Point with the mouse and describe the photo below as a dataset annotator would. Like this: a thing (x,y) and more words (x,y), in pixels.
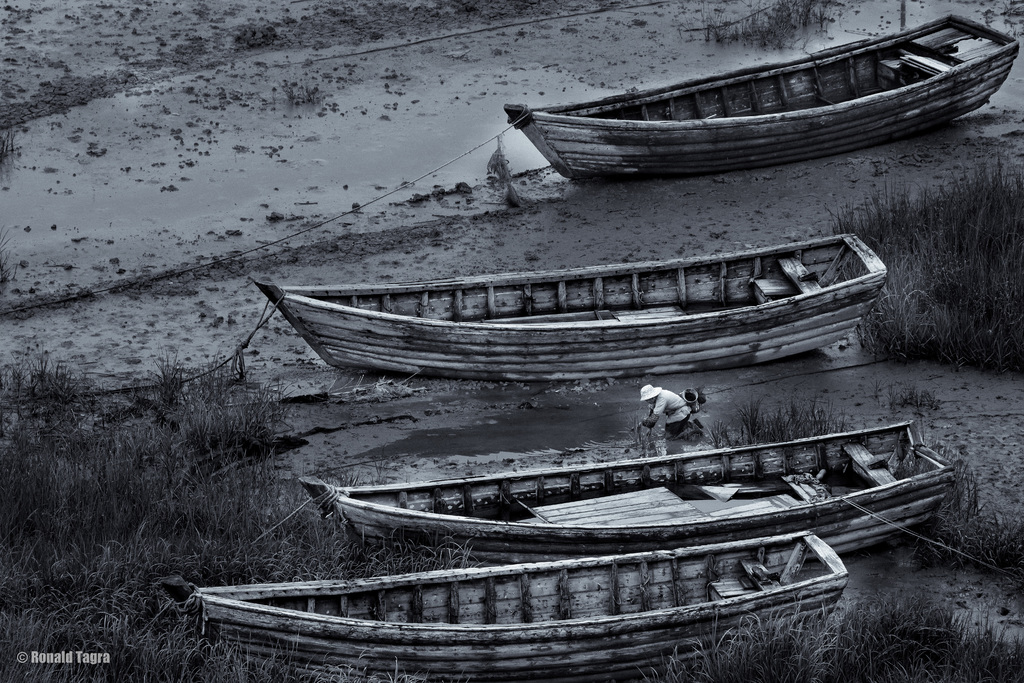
Here we can see boats (757,84) and grass (934,190). There is a person (677,406) standing on mud (703,444).
